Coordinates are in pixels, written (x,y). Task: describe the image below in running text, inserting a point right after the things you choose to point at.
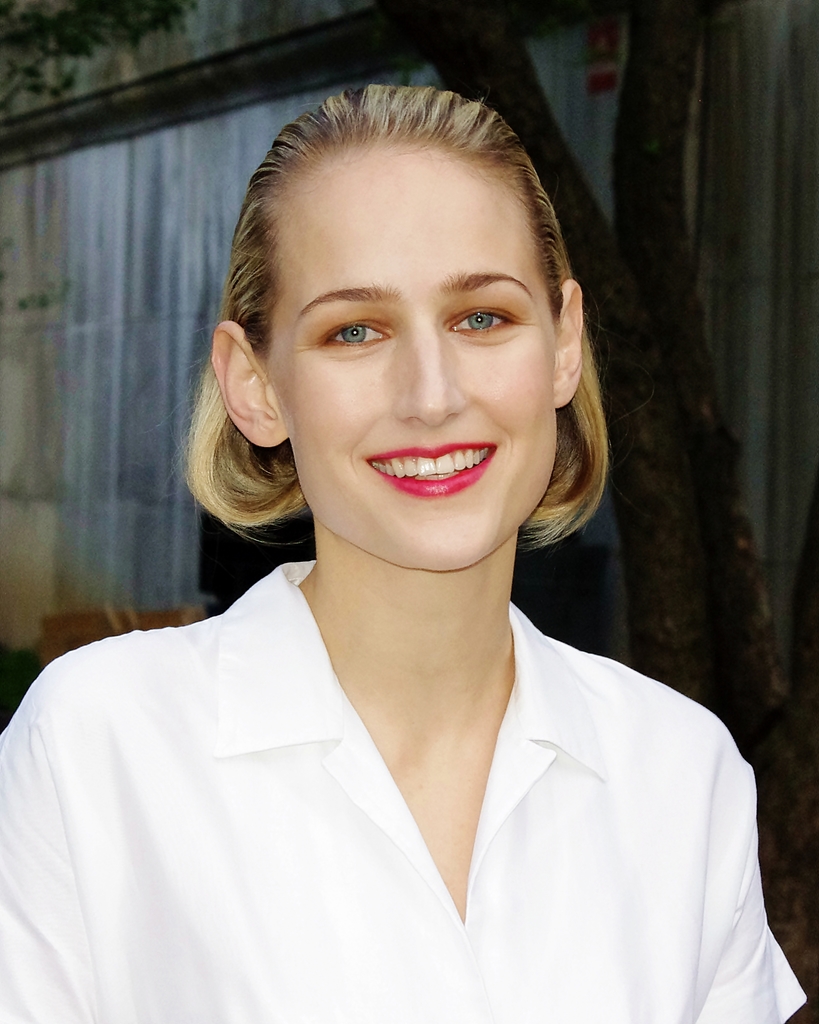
In this image, we can see a person (374,442) wearing clothes (374,949). There is a stem (712,517) in front of the wall (239,101).
